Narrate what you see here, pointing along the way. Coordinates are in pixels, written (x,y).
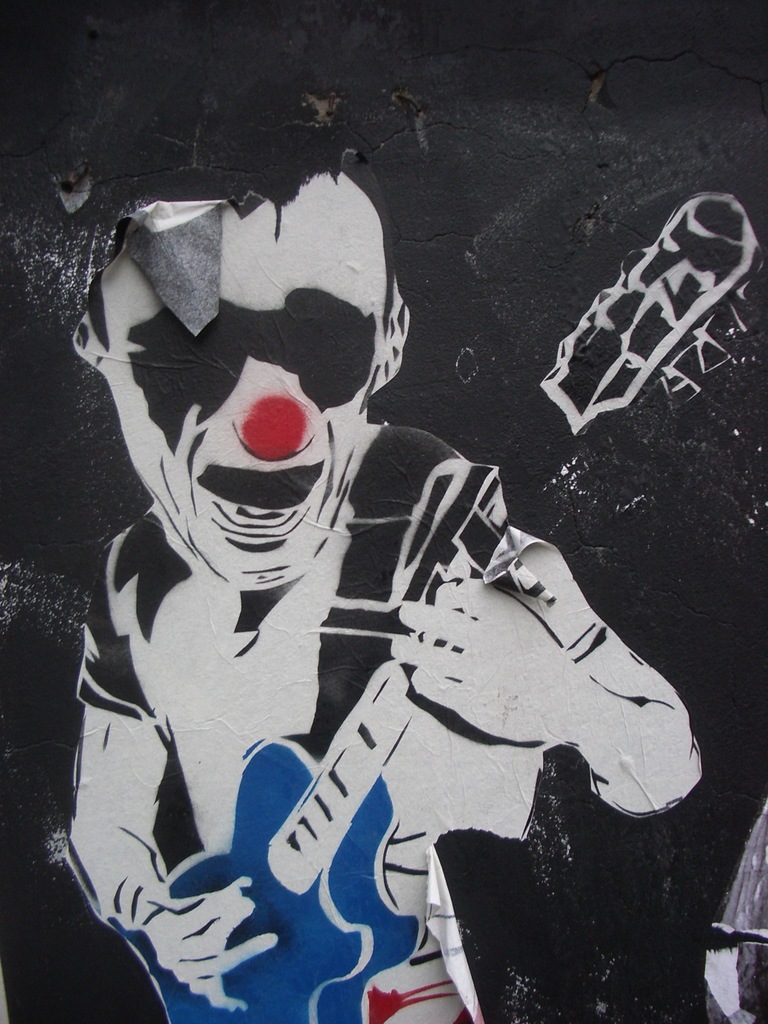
In this picture we can see poster (303,382) of a person (264,654) playing a guitar (559,346) on the wall (430,155).
